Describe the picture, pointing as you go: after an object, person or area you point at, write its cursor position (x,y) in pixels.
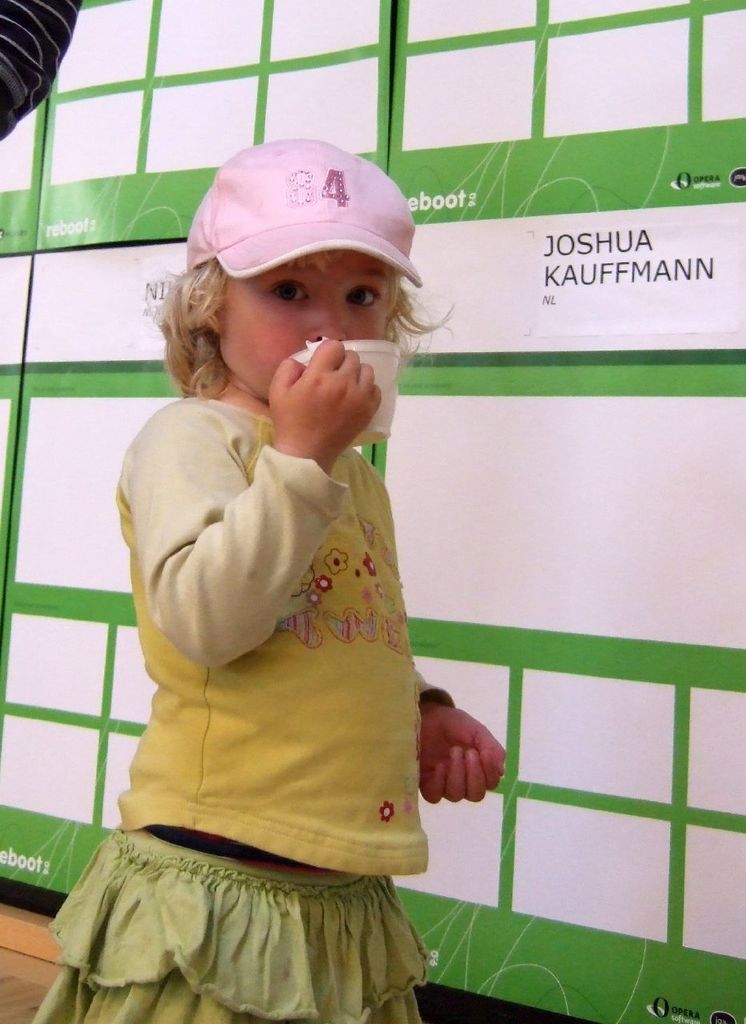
In this image I can see a girl (277,719) and I can see she is wearing yellow colour dress (305,655) and pink cap (290,244). I can also see she is holding a white colour cup (390,367). In the background (490,44) I can see white and green colour board (526,270). On this board (501,202) I can see something is written.
